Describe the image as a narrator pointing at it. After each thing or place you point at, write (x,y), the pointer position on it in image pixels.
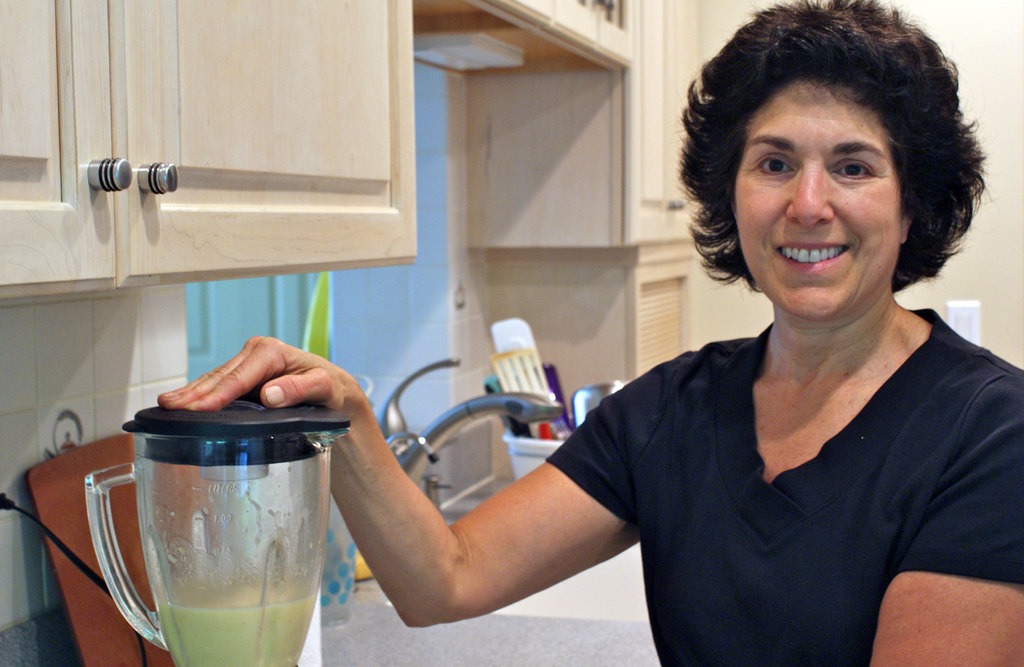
In this image I can see a woman (996,377) and I can see smile (791,250) on her face (763,256). I can also see she is wearing black colour dress (871,497). Here I can see a juicer (256,517) and in background (297,123) I can see cupboards (266,183) and a water tap (428,442).
